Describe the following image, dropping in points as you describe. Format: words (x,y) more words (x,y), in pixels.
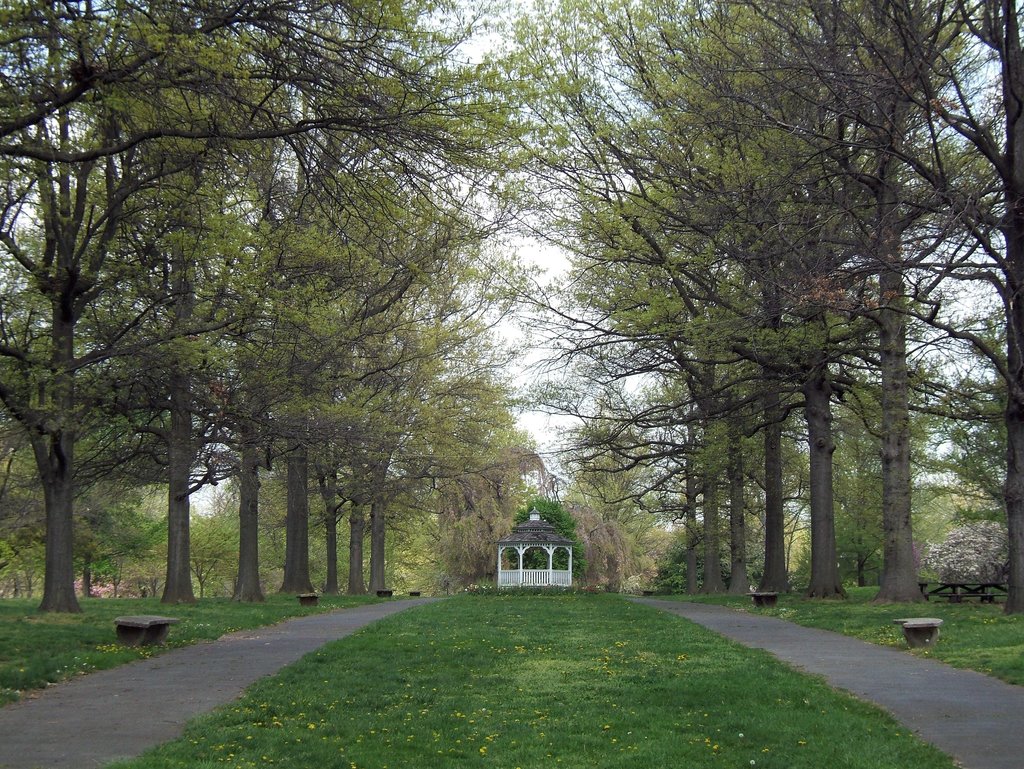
In this picture I can see trees (386,336), few benches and I can see grass (519,692) on the ground (571,718) and a shelter (567,539) in the back (511,537). I can see a cloudy sky (515,17).
